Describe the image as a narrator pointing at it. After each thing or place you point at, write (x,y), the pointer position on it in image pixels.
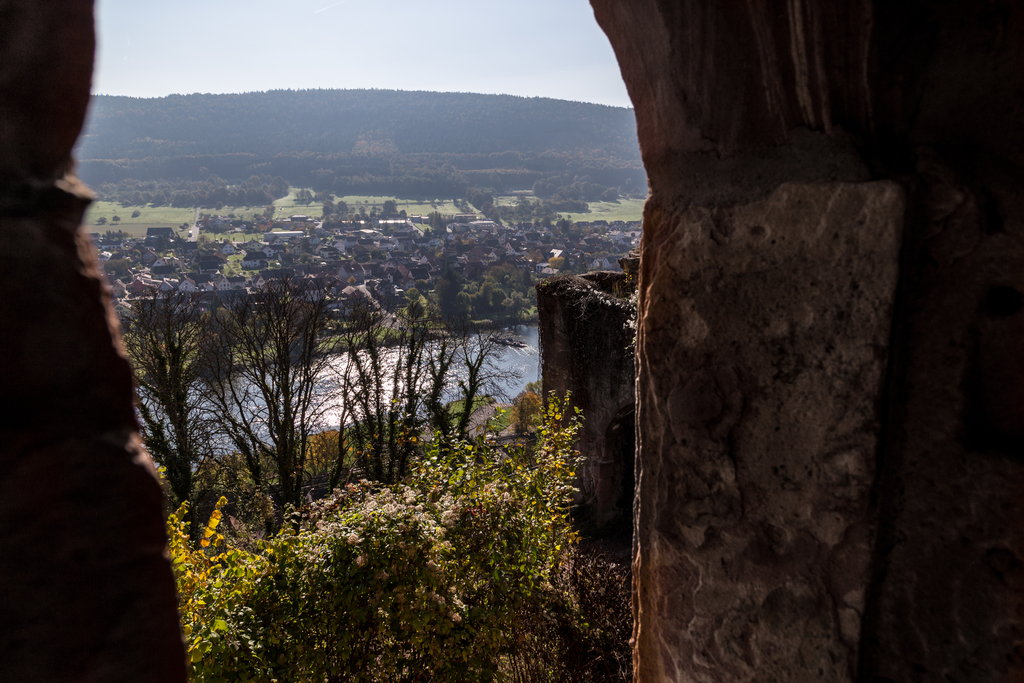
In this picture we can see monument (706,327). In the background (544,215) we can see buildings (314,270), trees (339,142), grass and mountains (426,97). At the top (317,57) we can see sky (351,16) and clouds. Between the trees (470,398) and buildings (601,236) we can see water (506,378).
